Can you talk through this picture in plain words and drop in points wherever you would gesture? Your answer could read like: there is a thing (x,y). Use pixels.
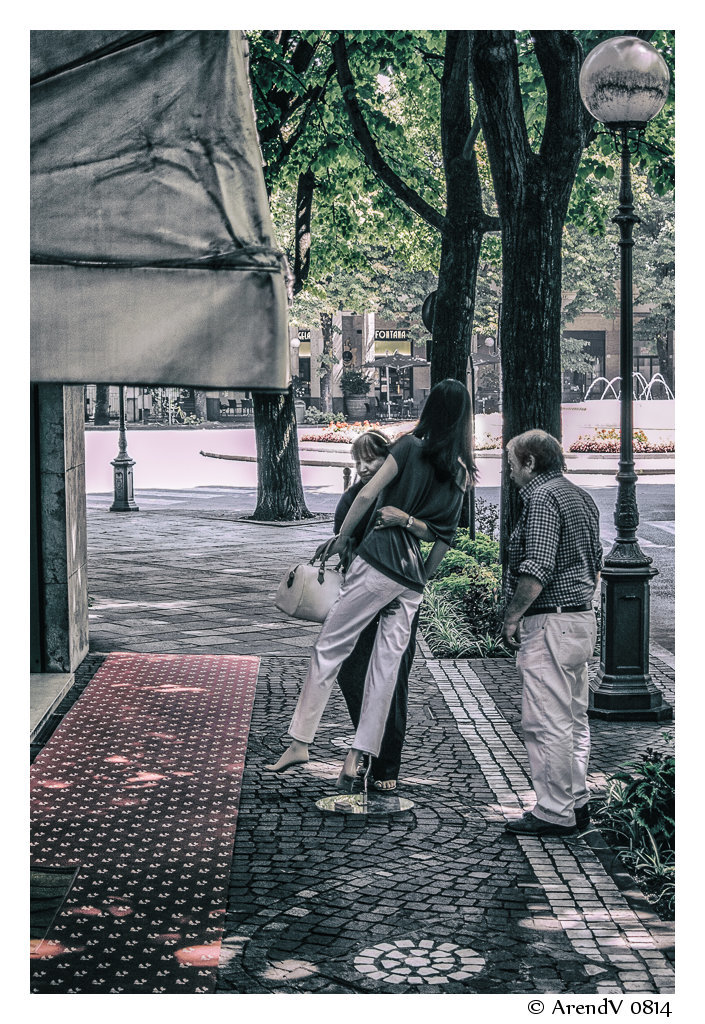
This image consists of two persons (371,456) and a mannequin (355,553). The woman (361,455) is holding the mannequin (351,778). At the bottom (323,964), there is road (621,920). To the left (222,126), there is a shop (211,243). In the background (465,281), there are trees (521,383).
